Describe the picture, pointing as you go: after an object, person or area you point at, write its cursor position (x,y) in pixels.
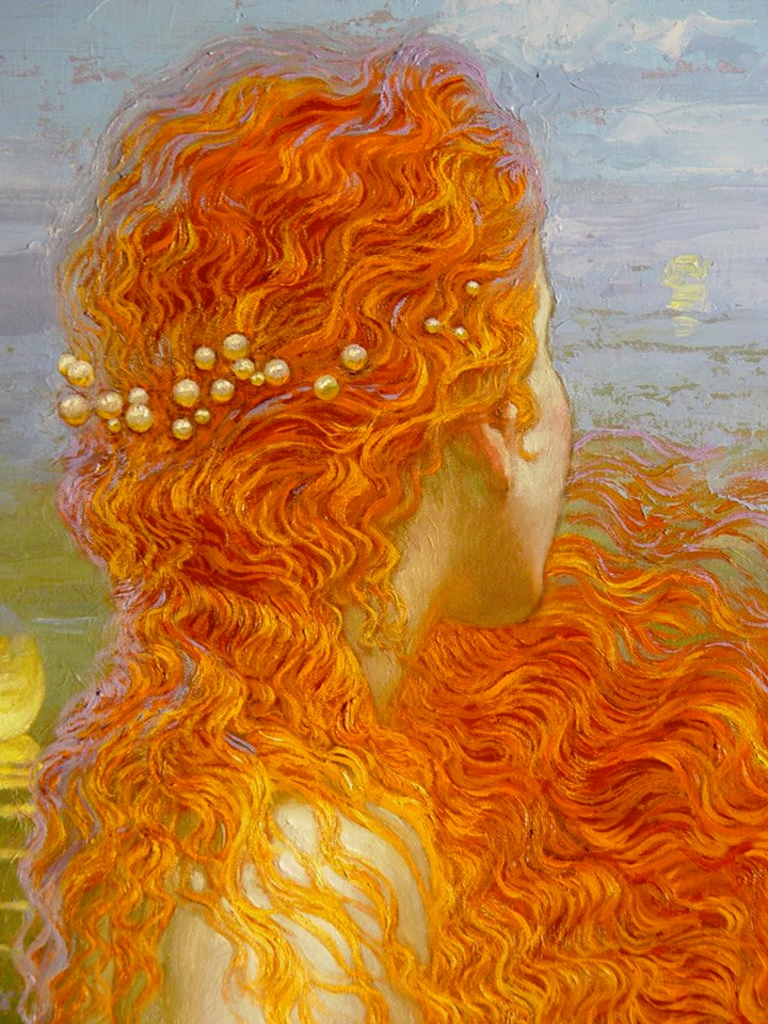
In this image there is a painting (333,520) of a girl (358,714).
